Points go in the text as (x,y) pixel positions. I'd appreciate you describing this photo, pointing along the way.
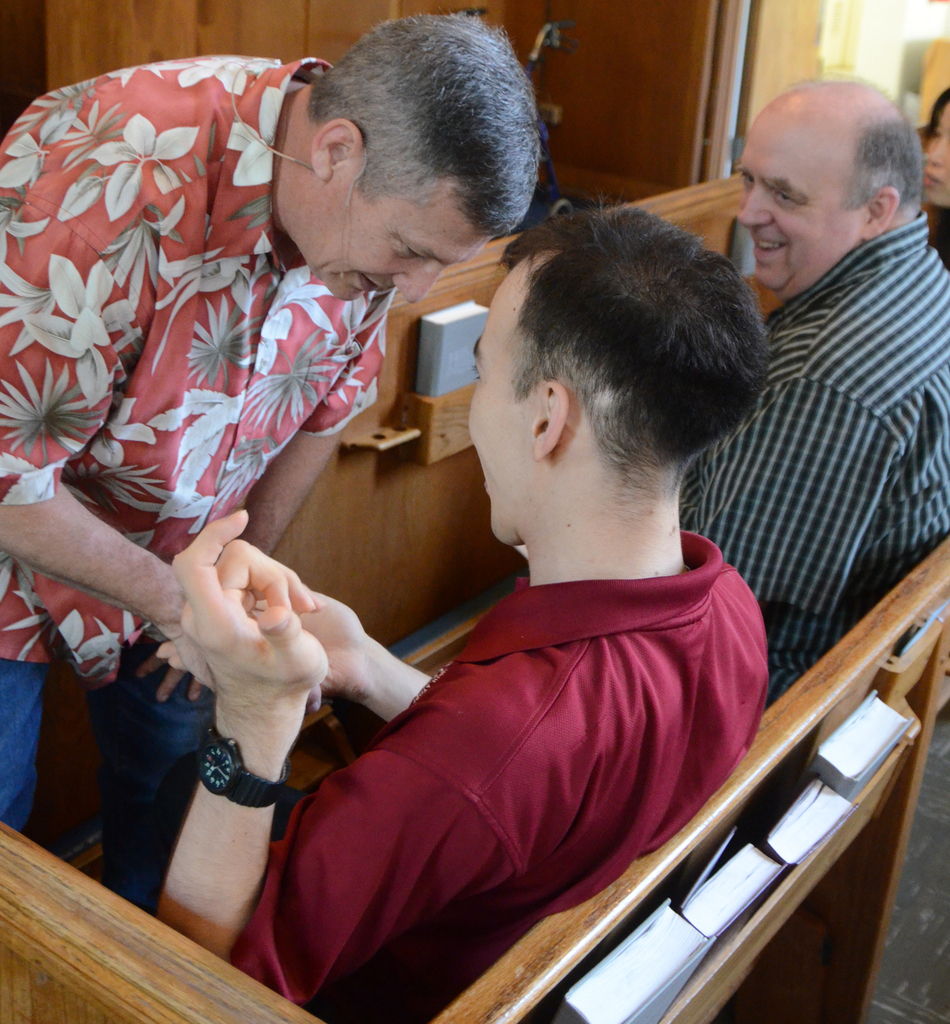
On the left side (170,230) there is a person (191,320) standing. Near to him two persons (647,482) are sitting on benches (388,358). On the side of the bench (732,850) there is a rack (741,819). Inside that there are books (689,938).
